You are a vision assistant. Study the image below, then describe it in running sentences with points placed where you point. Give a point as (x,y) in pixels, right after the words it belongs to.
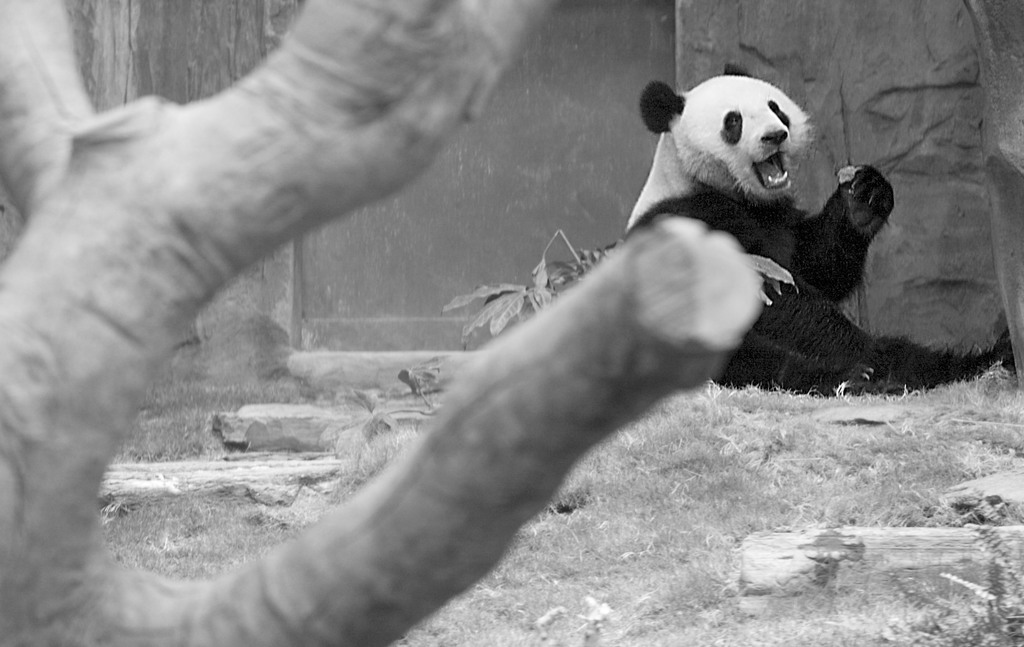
This is a black and white image. In this image we can see a panda (896,369) on the ground (757,403). We can also see some grass (681,455), plants (424,389), the logs (397,388) and a wall (506,161). In the foreground (103,634) we can see the branches (88,610) of a tree (53,524).
